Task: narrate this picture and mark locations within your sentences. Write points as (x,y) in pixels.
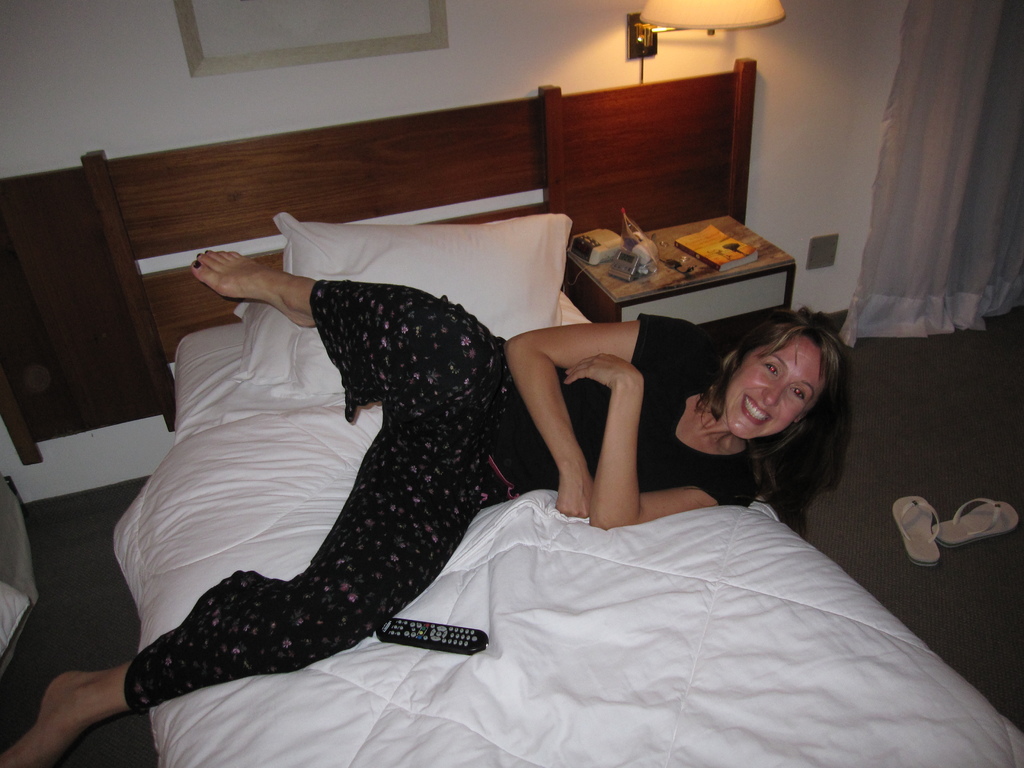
Here we can see a woman (508,354) lying on the bed (694,632). she is smiling. This is floor (948,372) and there is a curtain (909,163). Here we can see a table (684,272). On the table (712,300) there is a book (722,265). This is lamp (731,28). There is a wall (93,59) and this is frame (410,48). And this is pillow (490,245).
